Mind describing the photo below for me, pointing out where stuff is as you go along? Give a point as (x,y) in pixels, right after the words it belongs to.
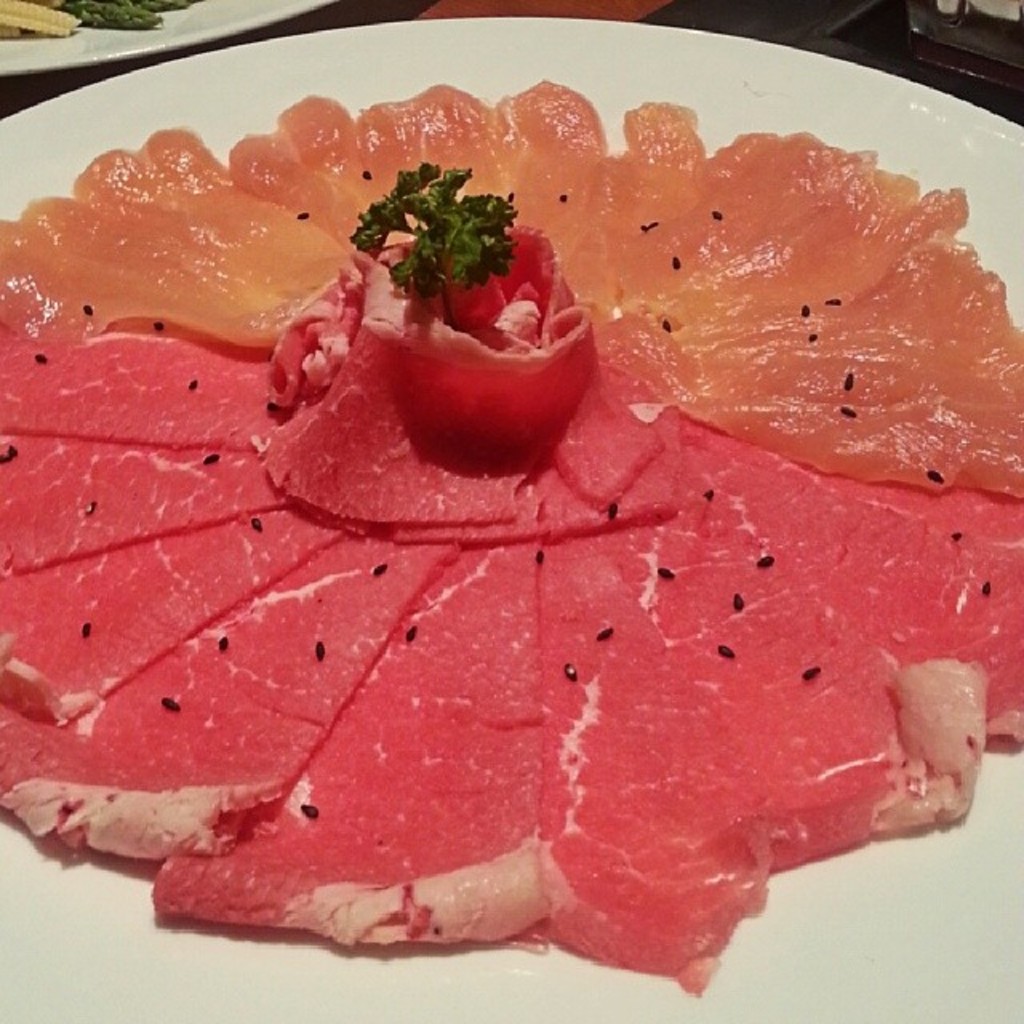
In this image there is a plate (942,901) on which there is meat (385,574) at the bottom (506,747), Beside the meat (724,491) there are other thin slices (688,204). It is in the form of a flower (480,404).
